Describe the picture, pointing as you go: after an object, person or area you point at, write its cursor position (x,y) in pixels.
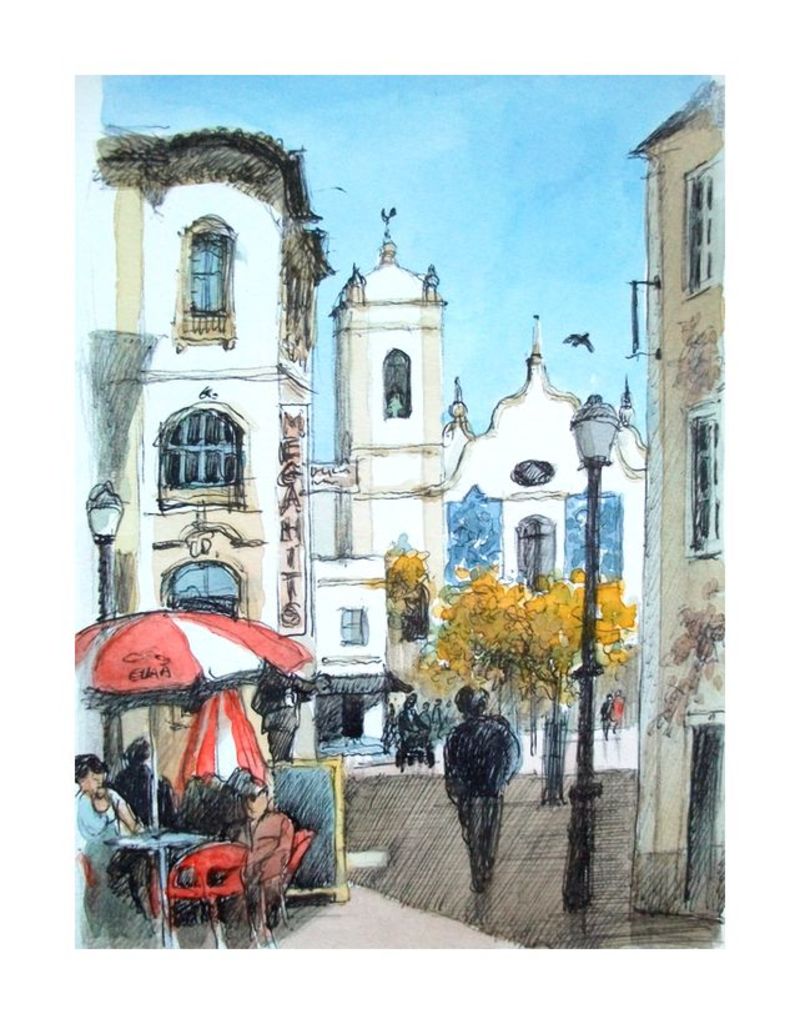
This image looks like a painting. We can see a table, chairs (217,899), people (272,874), umbrella (192,681), a pole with light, trees (536,620), buildings (512,515), a bird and sky (530,315).
